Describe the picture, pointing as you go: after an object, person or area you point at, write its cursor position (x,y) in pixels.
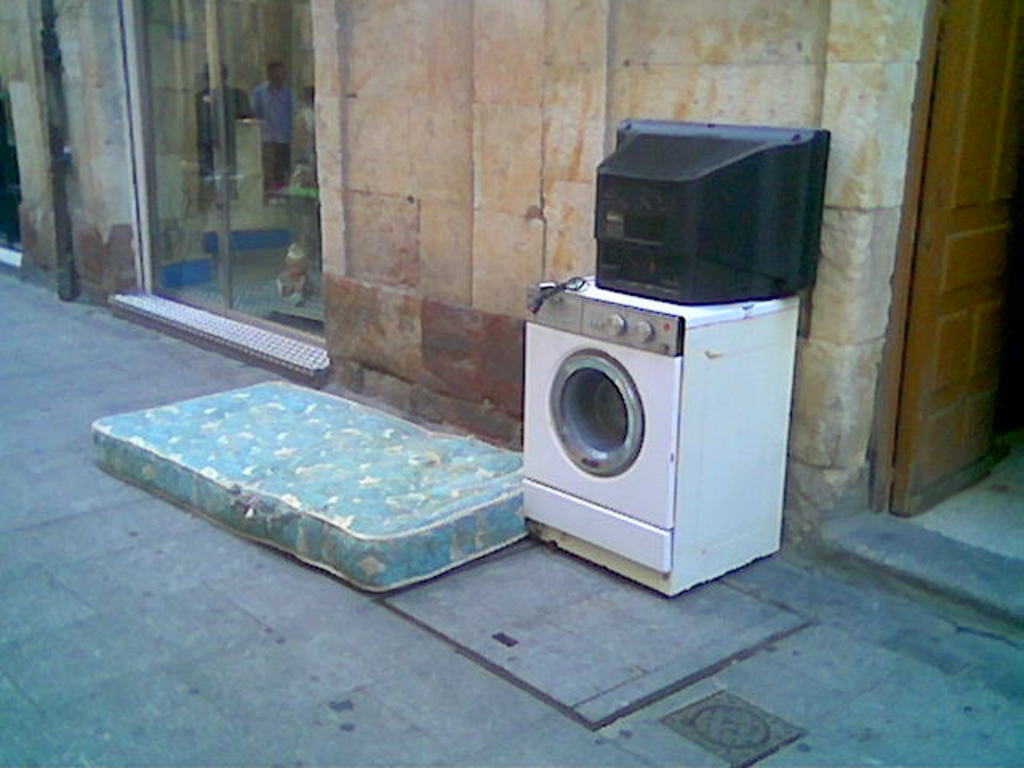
In this image I can see a white color washing machine (623,403) and black color television (662,182) on it. I can see a blue color bed (387,423) on the floor (247,623). I can see a glass windows (257,74), wall (348,177) and brown color door (963,226).
